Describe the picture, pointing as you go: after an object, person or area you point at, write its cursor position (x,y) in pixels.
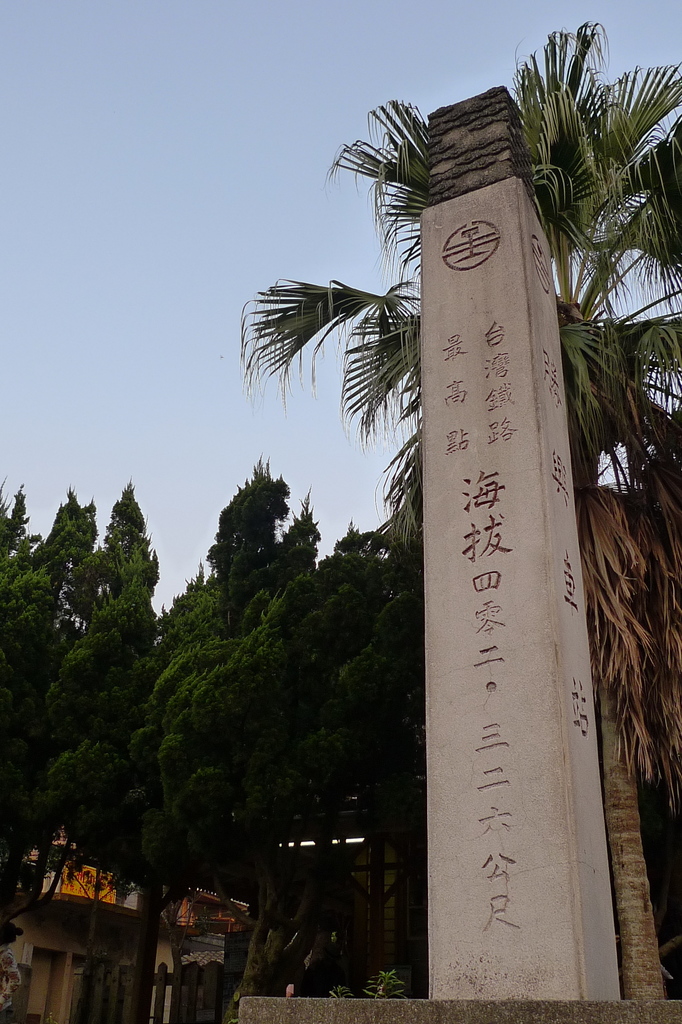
In this image, I can see buildings (199,917), trees (195,830), pillar (466,787), fence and the sky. This image taken, maybe during a day.
